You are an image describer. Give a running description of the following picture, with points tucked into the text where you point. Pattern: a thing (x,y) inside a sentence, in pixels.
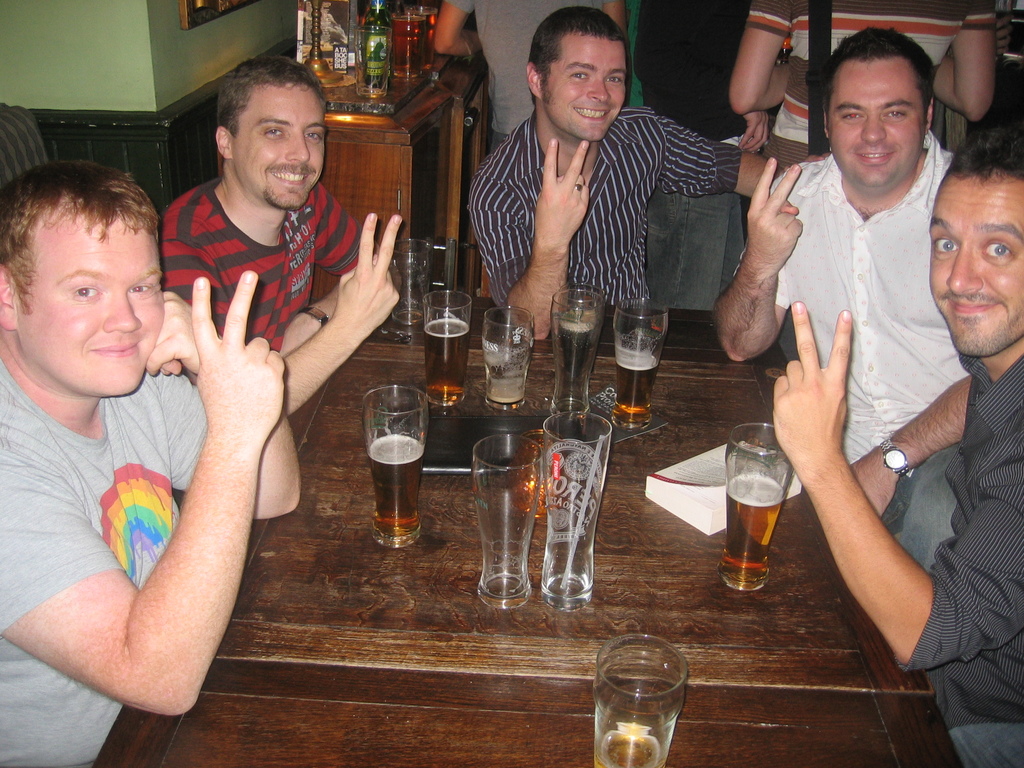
This 5 people (92,400) are sitting on a chair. In-front of them there is a table (377,653), on a table (447,672) there are glasses (495,339). Backside of this person's (897,196) few people (543,13) are standing. Beside this person (489,57) there is a table (356,116), on a table (356,116) there is a bottle (375,27). Wall (84,65) is in green color.
